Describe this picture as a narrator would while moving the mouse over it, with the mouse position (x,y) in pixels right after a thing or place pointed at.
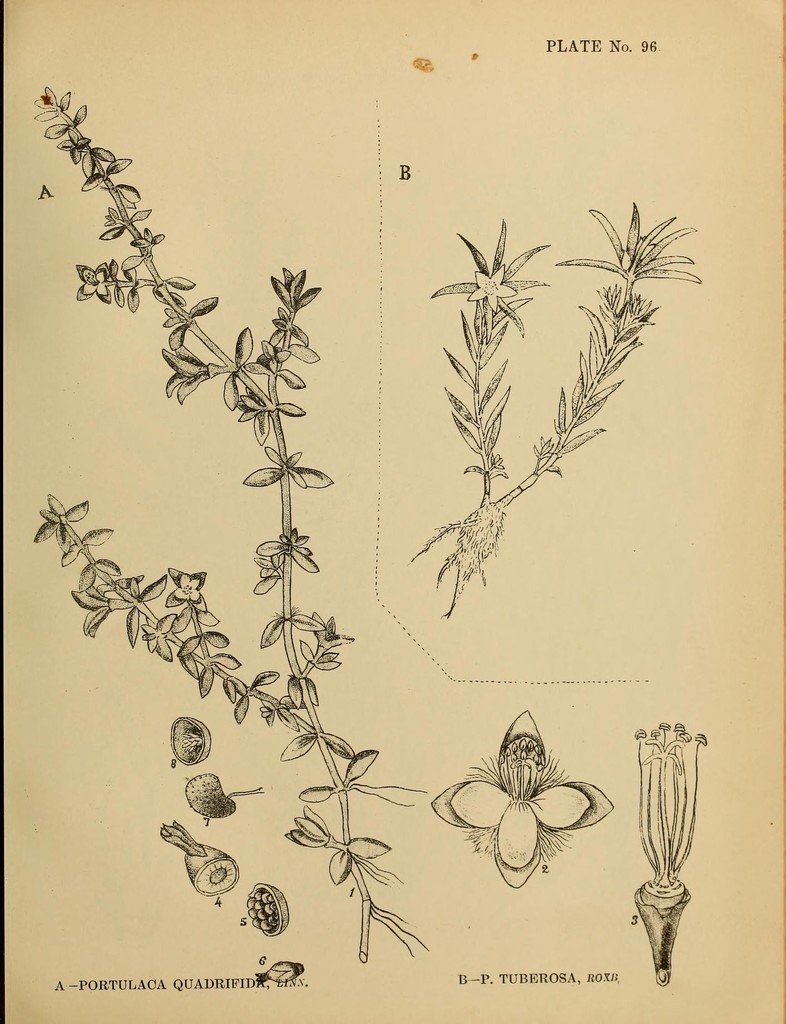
Diagram (123,582) of the plant (111,576) on the sheet (252,760) of the paper (247,299) with the different parts (517,813) of the plant (640,829).
